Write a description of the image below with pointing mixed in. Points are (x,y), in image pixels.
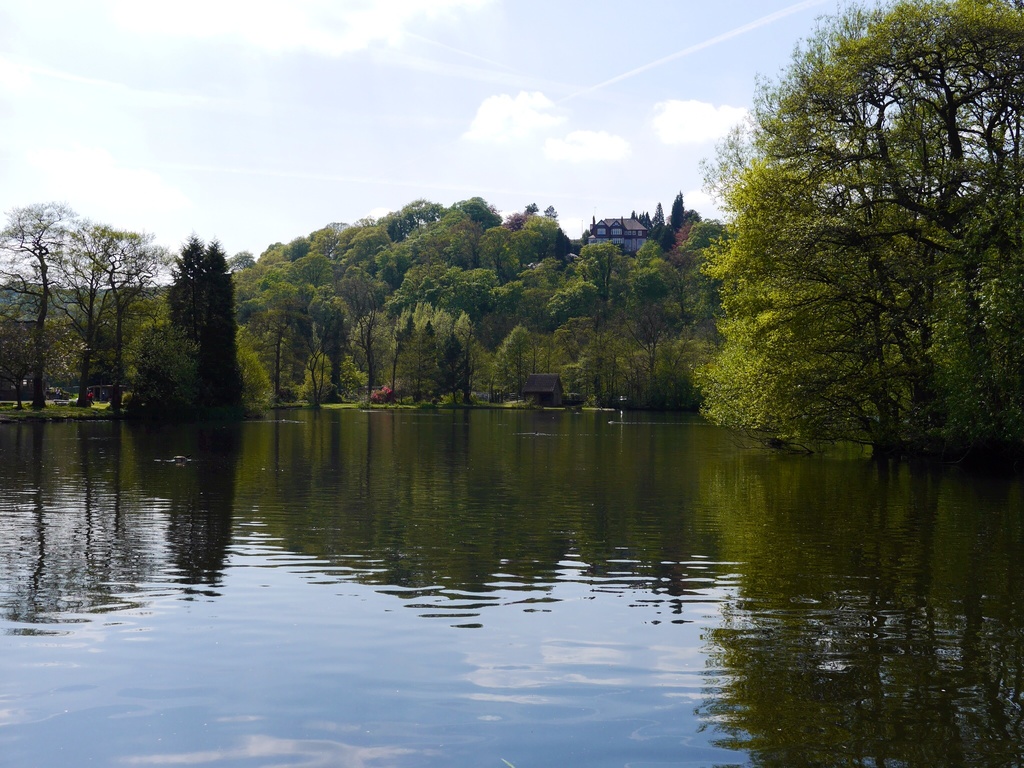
This image consists of water (728,648), trees (571,331), grass (110,407), houses (102,393), mountains (327,331) and the sky (358,121). This image is taken may be near the lake (368,520).
